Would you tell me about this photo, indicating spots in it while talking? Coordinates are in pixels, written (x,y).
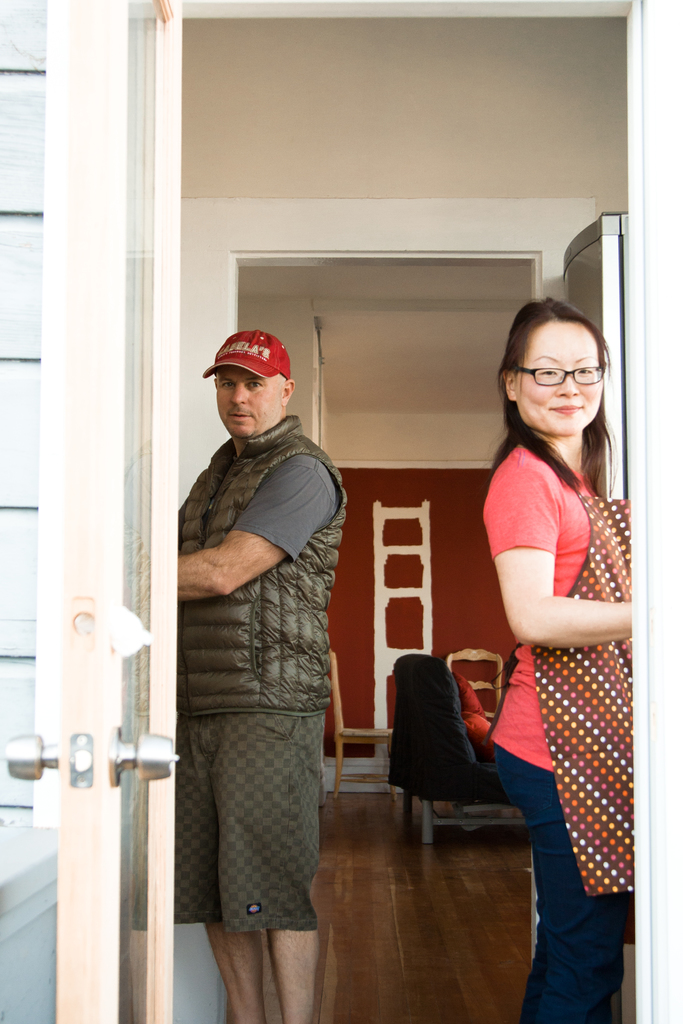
Here a man (253,600) is on the left (228,626) and a woman (572,674) is on the right (554,722). This is a door (138,587). In the background (424,747) we can see a chair (429,721) and wall (429,649).
